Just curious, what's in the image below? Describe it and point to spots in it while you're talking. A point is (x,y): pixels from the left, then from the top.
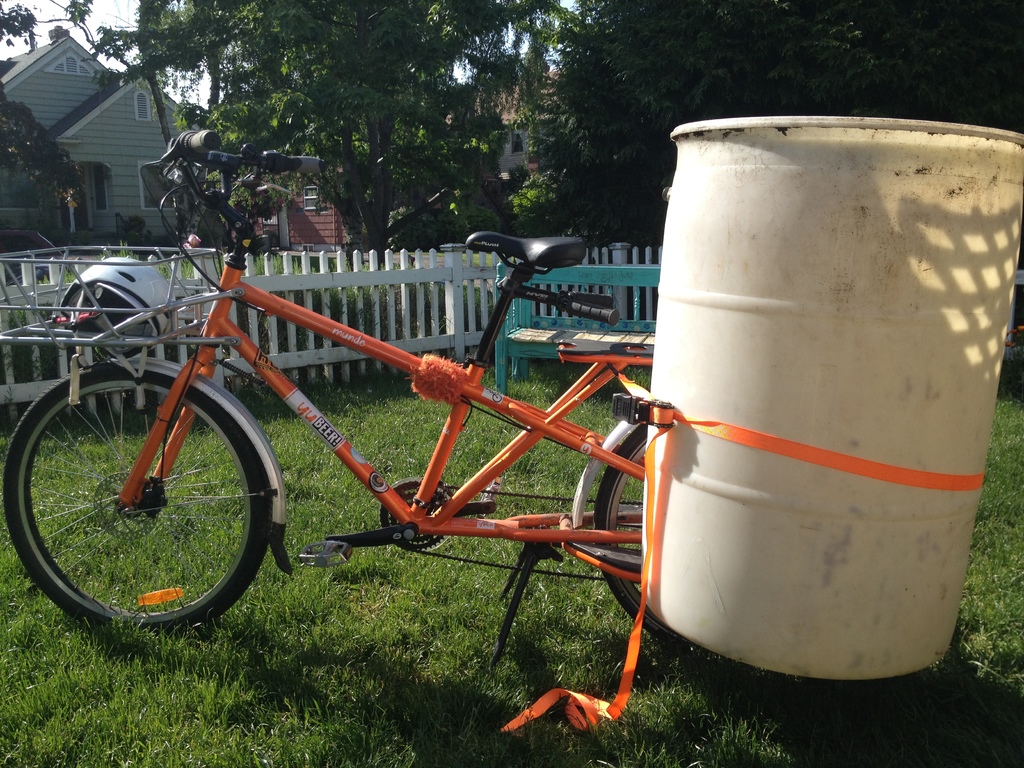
Here we can see a bicycle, water drum (818,406), fence (481,300), bench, and grass (452,586). In the background (435,42) there are trees (474,154), houses (111,209), and sky (111,17).
